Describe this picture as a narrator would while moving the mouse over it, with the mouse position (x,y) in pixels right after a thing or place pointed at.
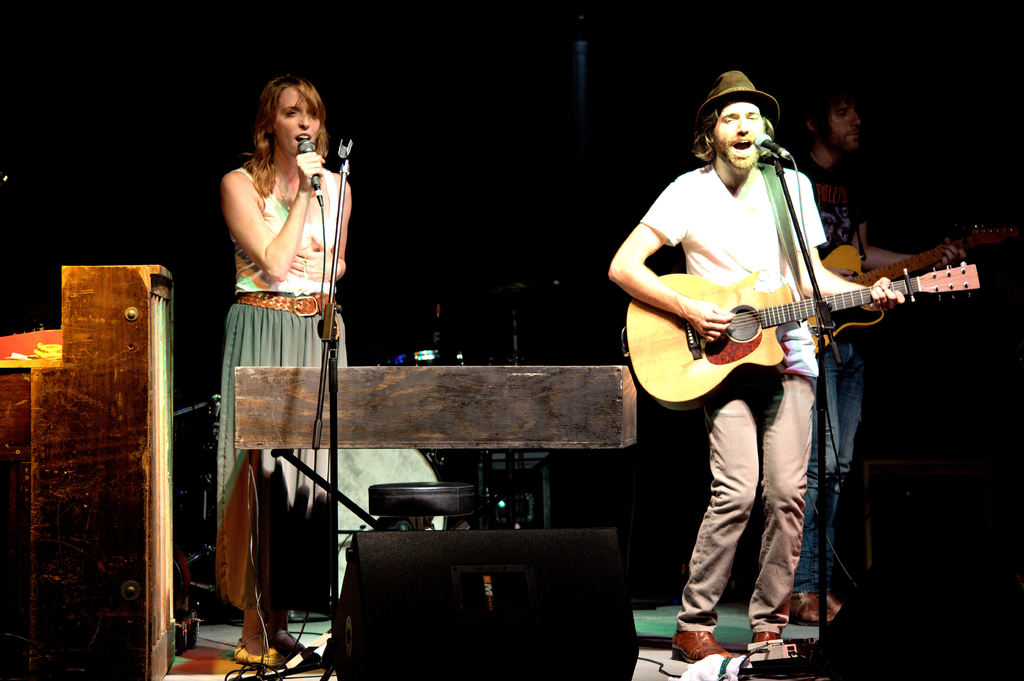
Here a woman (227,208) is singing on the microphone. On the right side (742,261) there is a man (746,258) playing guitar (699,291) and also singing.
